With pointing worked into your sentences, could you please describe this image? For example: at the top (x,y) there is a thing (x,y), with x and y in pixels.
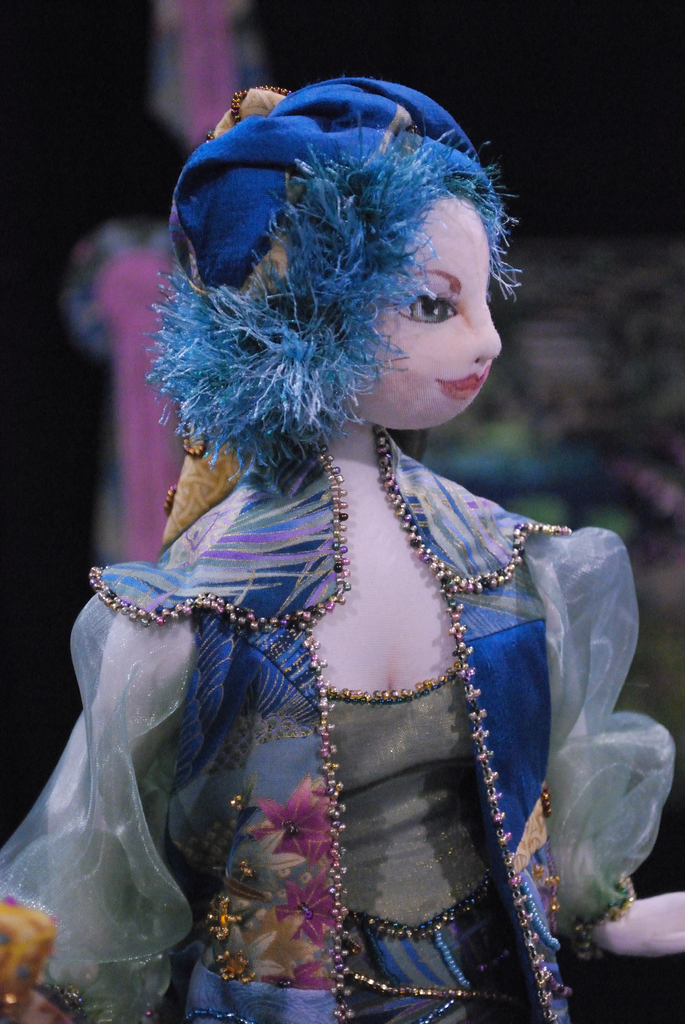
In the foreground of the image (259,390) there is a doll (336,754). The background of the image (65,176) is blur.
